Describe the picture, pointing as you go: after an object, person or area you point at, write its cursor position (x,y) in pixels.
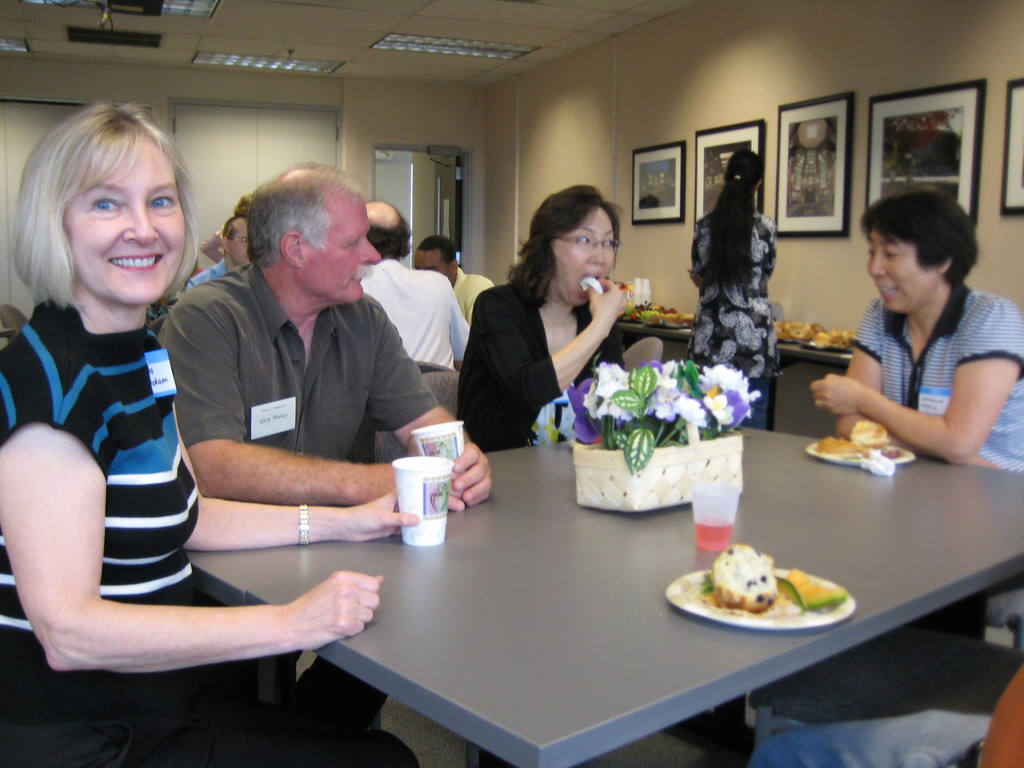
In this image, There is a table (679,689) which is in ash color on that table (726,648) there is a white color basket (644,472) in that there are some artificial flowers (665,425), There is a plate (799,619) on the table (863,608) which contains some food items (782,590), There are some people (127,529) sitting on the chairs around the table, in the background (389,282) there are some people (424,261) sitting, In the right side (749,310) there is a girl (728,292) standing and there is a wall (712,75) in yellow color and there are some pictures (702,146) on the wall (617,138), In the top (368,28) there is a white color wall (396,29), There is a white color door (245,144) in the left side (282,146) background (269,150).
